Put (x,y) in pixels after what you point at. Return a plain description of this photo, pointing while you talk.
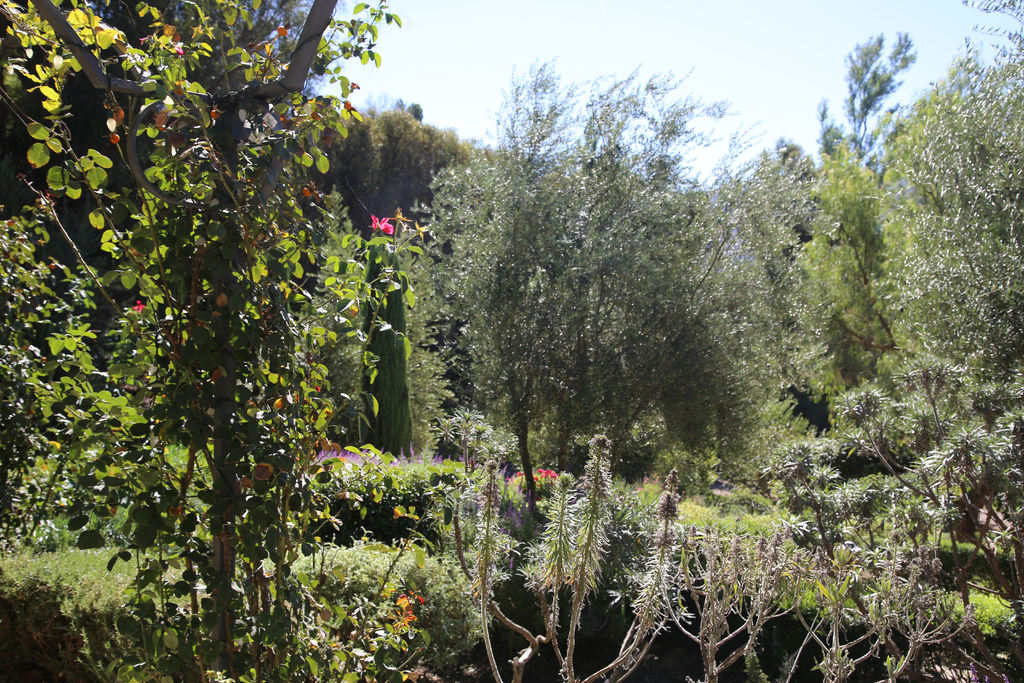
In this picture I can see some red flowers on the plants (284,524). In the back (767,337) I can see many trees (328,352), plants (832,453) and grass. At the top (585,14) I can see the sky (799,120).
